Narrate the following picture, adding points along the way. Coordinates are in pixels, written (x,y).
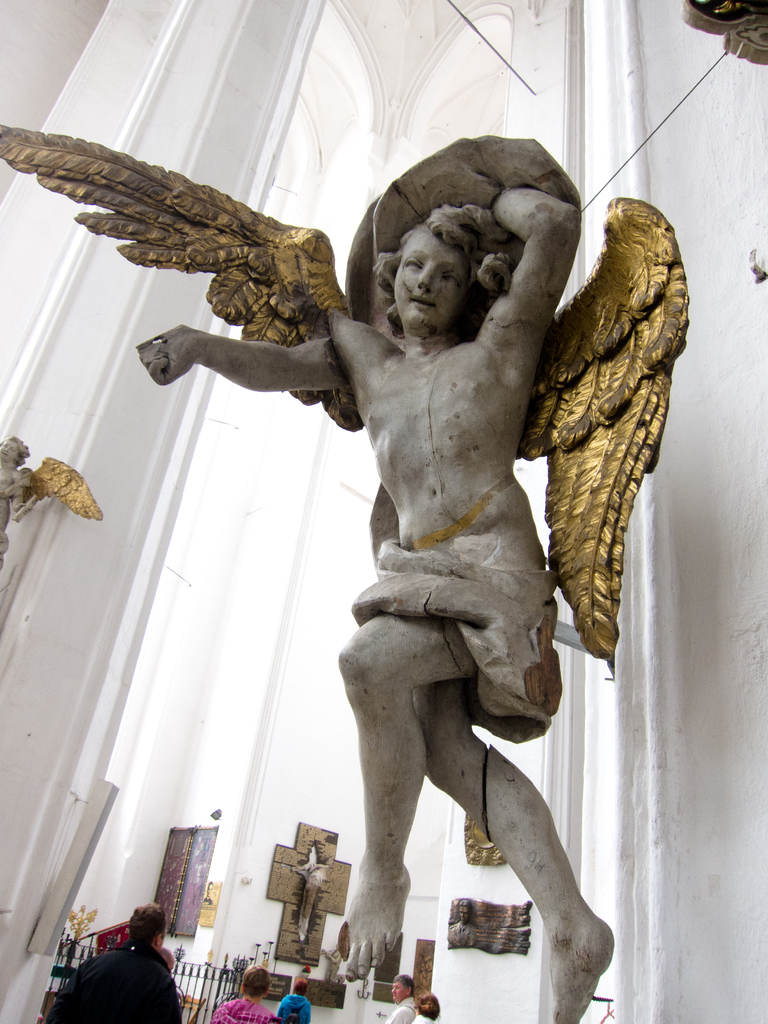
In this picture we can see the statues (507,808) of an angel (439,755). There are a few objects (182,919) on the wall (323,463). We can see a few people (172,1022) in the background (136,1022).
